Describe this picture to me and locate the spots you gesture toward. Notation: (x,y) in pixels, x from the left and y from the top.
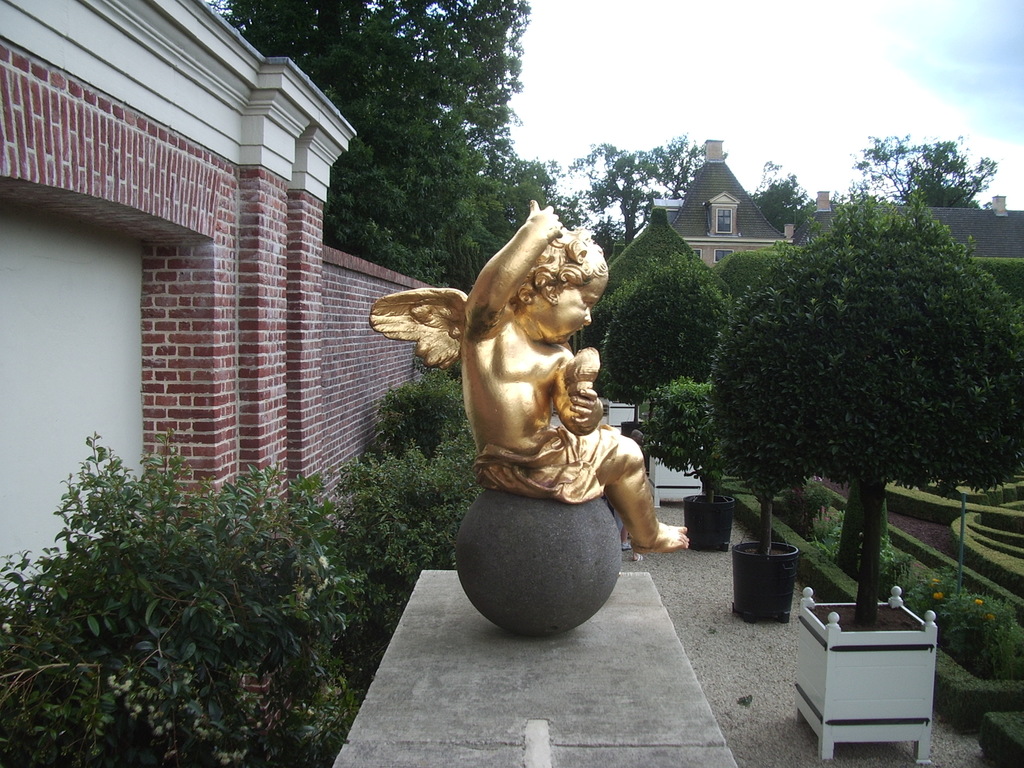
In the center of the image (572,446) there is a statue (510,429). Around the statue (511,419) there are plants (872,588). On the left side of the image (238,339) there is a wall (281,355). In the background of the image (777,260) there are buildings (734,232), trees (593,197) and sky (759,32).
